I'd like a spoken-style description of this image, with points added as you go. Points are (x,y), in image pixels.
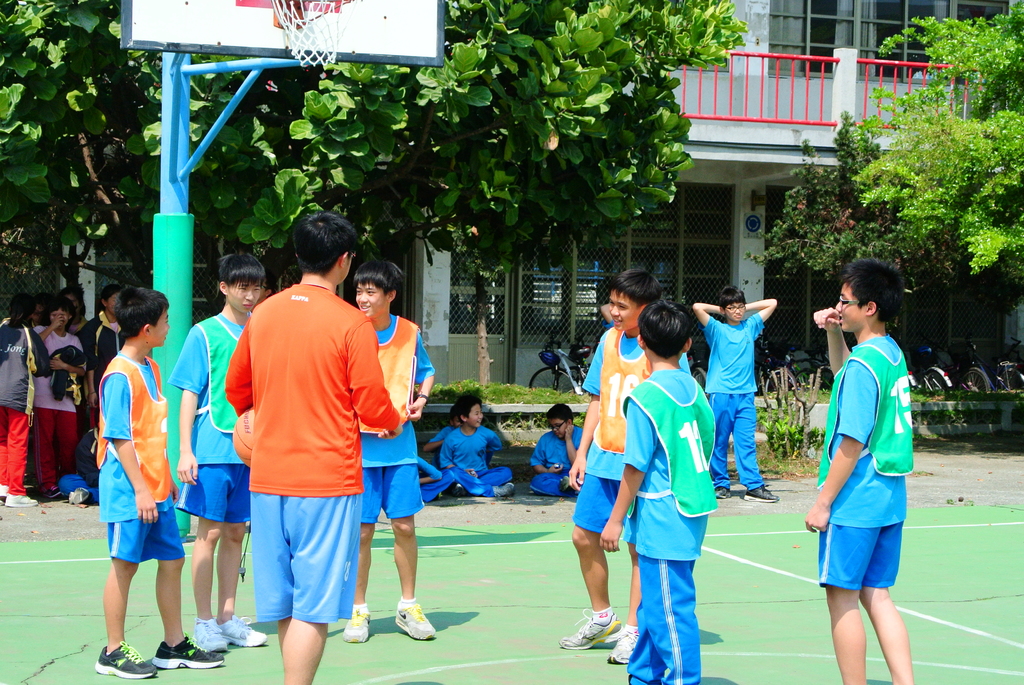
In this image we can see there are group of people (341,576) standing at the basketball court (192,541), behind them there are some people (64,476) sitting and standing under the tree (644,7). Also there are bicycles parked under the building (503,284).
